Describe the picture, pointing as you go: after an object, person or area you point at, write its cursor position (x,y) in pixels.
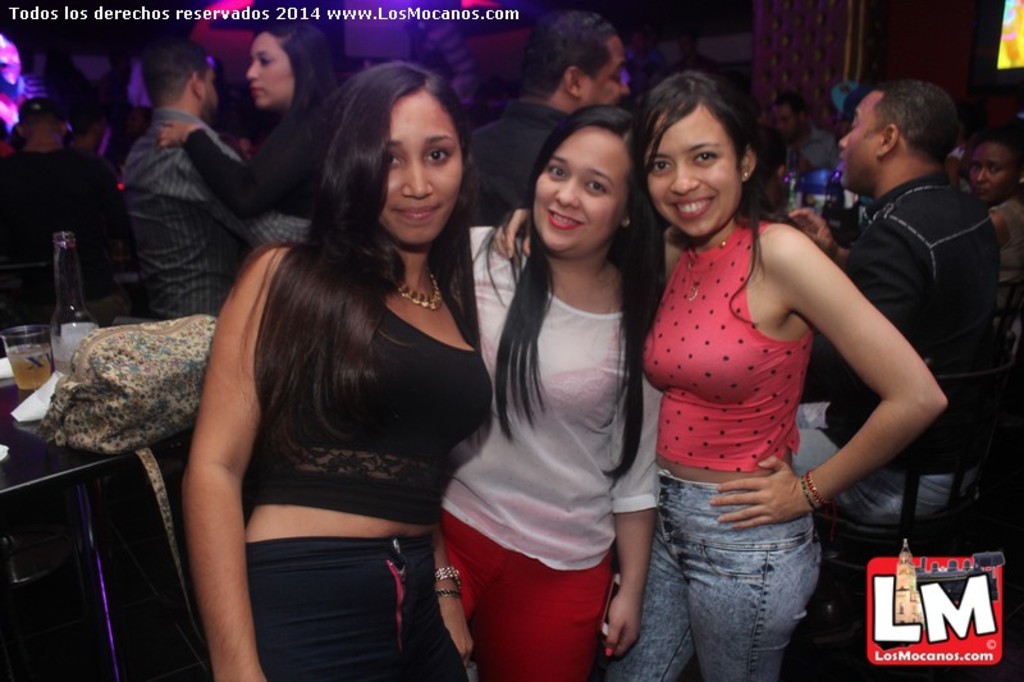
In front of the picture, we see three women (542,352) are standing. They are smiling and they are posing for the photo. On the left side (14,446), we see a table (28,439) on which a glass (27,361), glass bottle (81,329) and the tissue papers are placed. Behind them, we see the people (489,138) are standing. On the right side (839,126), we see the people (930,256) are sitting and in front of them, we see a table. In the background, we see a wall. This picture might be clicked in the bar (777,229).
